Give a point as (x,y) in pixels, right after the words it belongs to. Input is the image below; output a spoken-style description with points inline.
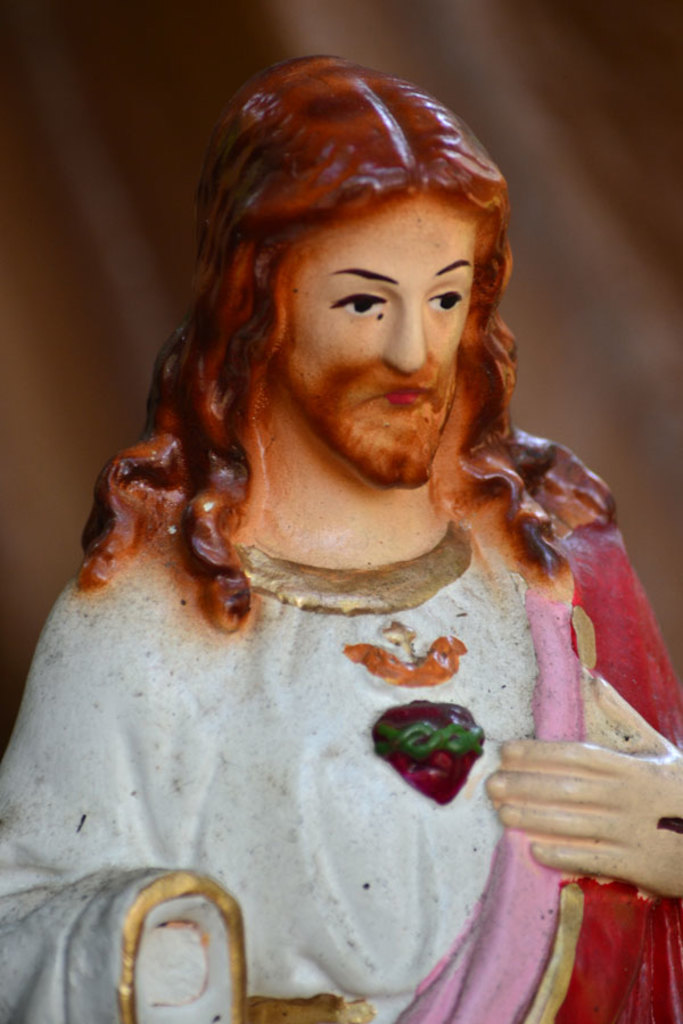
In this image we can see the depiction (331,779) of a Jesus Christ (352,649).
